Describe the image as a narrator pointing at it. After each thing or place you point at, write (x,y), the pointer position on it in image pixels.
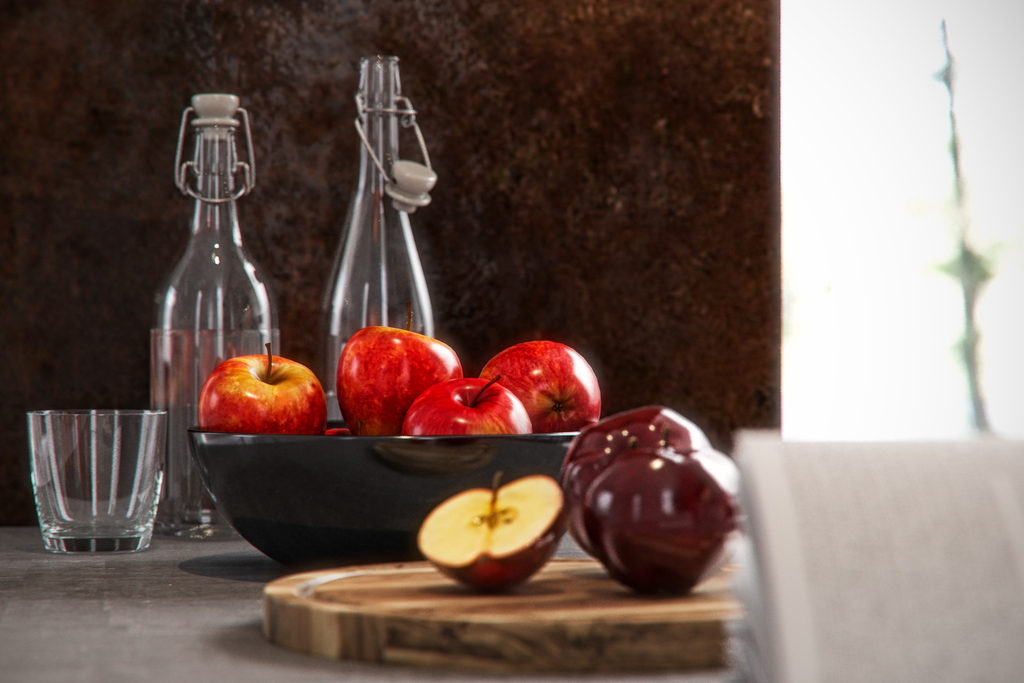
In this picture we can see a wall (422,42), and a glass bottle (370,146) on the table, and a glass (97,451), with a bowl (279,456) of apples (279,382), and a half cut apple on it.
